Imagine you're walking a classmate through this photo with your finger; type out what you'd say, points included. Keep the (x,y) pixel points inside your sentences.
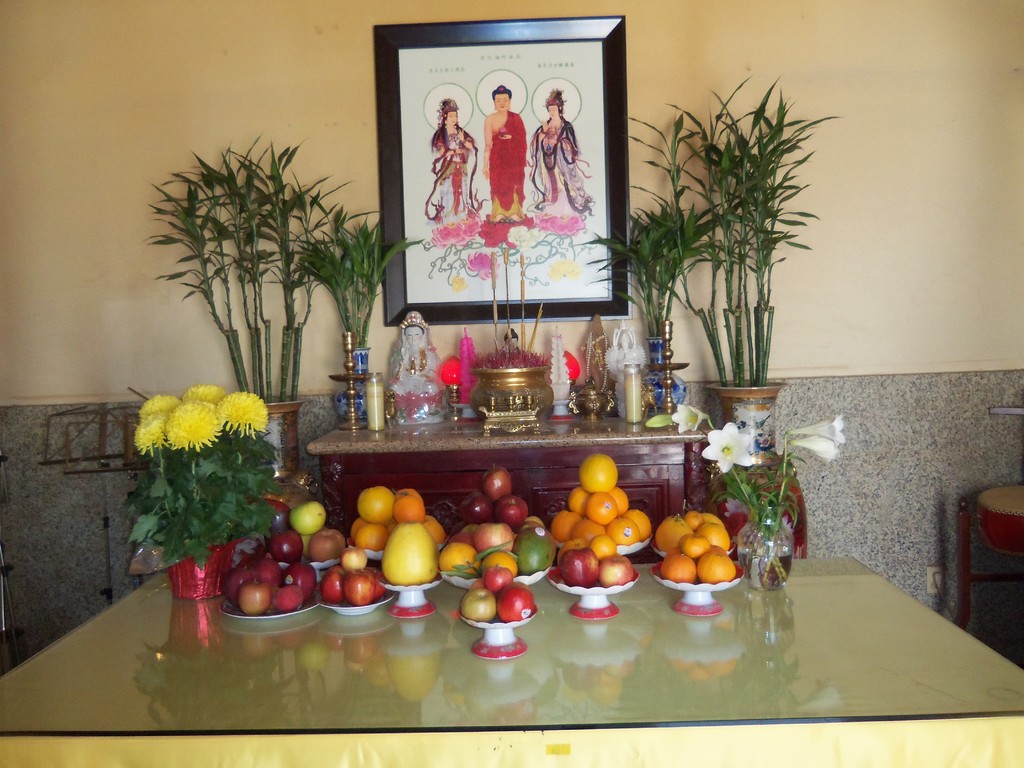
In this picture we can see table (729,676). On the table (769,676) there are some fruits (659,524). And this is flower vase (772,512). On the background (263,63) there is a wall (242,50) and this is frame (492,172). And these are the plants (745,210).
